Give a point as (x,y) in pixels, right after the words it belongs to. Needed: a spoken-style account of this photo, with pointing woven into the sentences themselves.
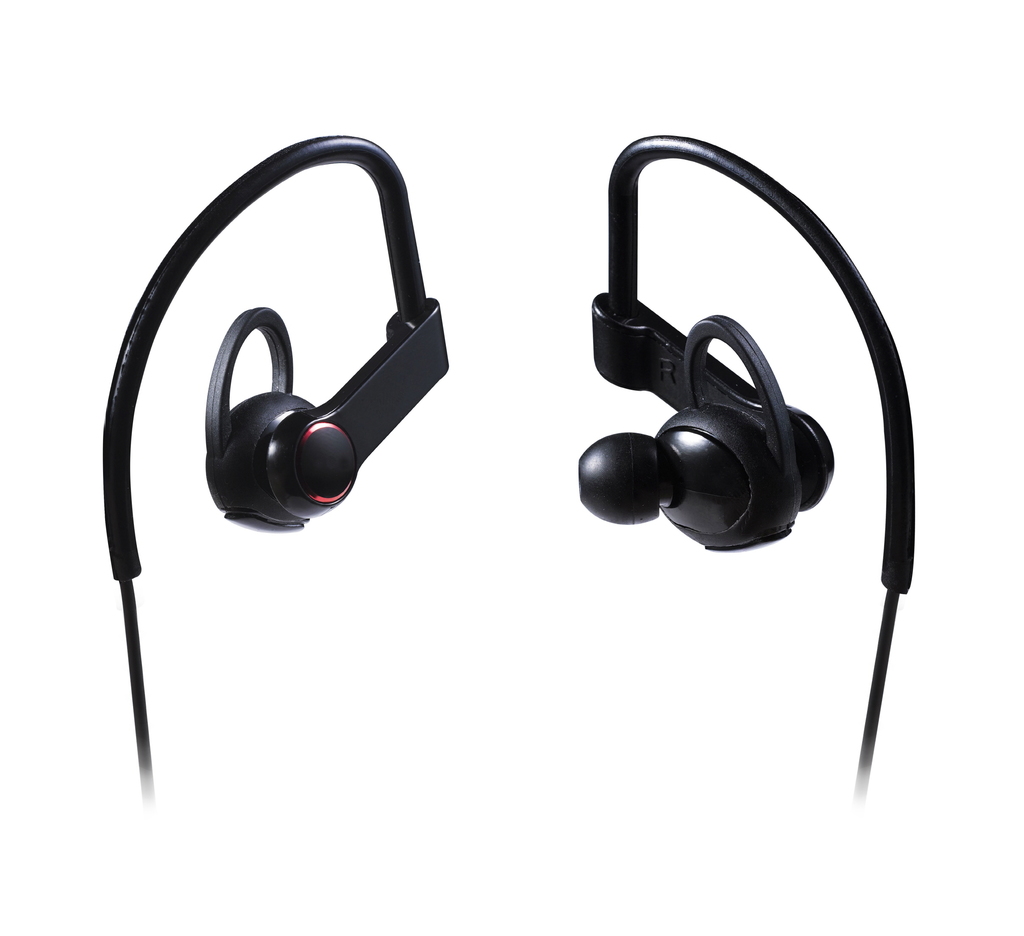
In this image there are headphones (679,420).
